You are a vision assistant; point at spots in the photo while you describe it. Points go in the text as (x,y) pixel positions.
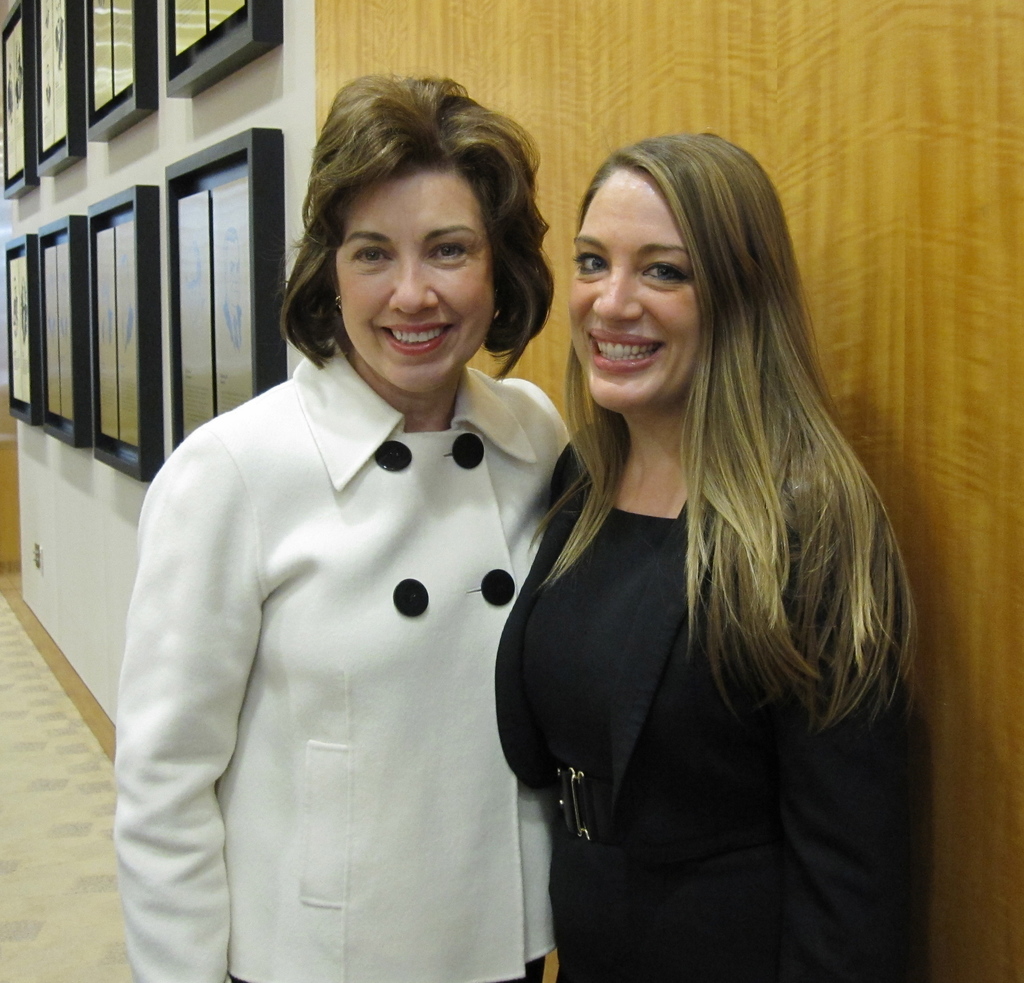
This image consists of two persons (397,558). They are women (376,630). One is wearing a white dress (376,630), another one is wearing black dress (599,666). There are photo frames (172,179) on the left side (130,249).
